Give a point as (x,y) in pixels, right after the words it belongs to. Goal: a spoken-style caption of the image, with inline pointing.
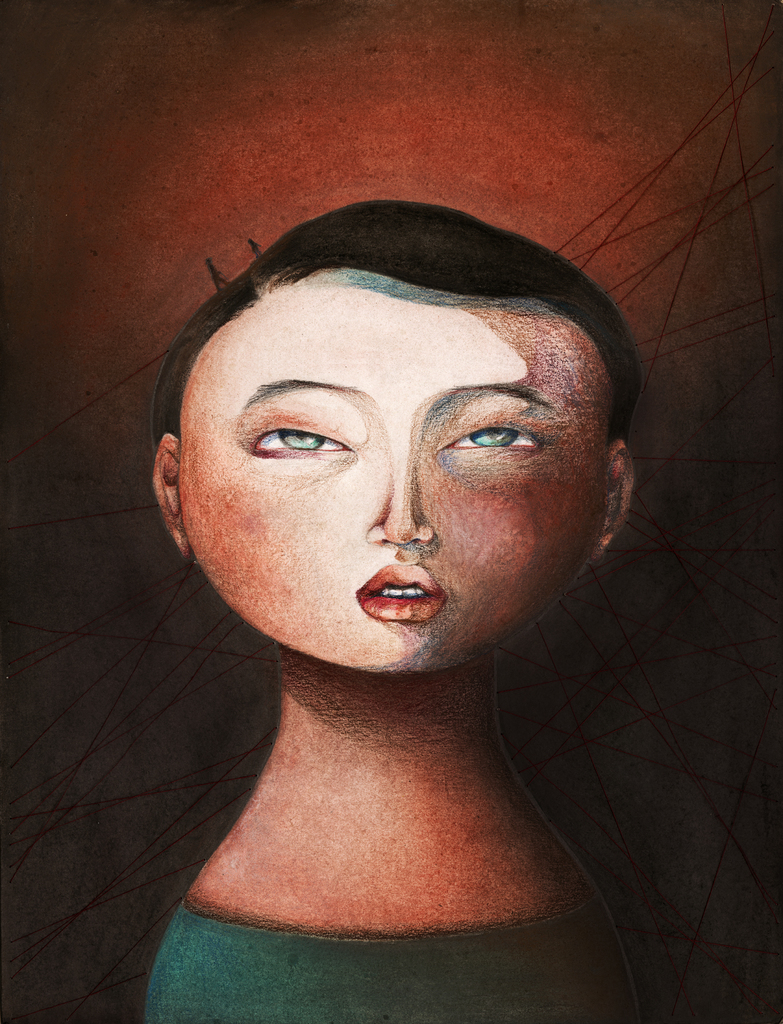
There is a painting (159,714) of a woman (317,250). And the background (169,744) is dark in color.
